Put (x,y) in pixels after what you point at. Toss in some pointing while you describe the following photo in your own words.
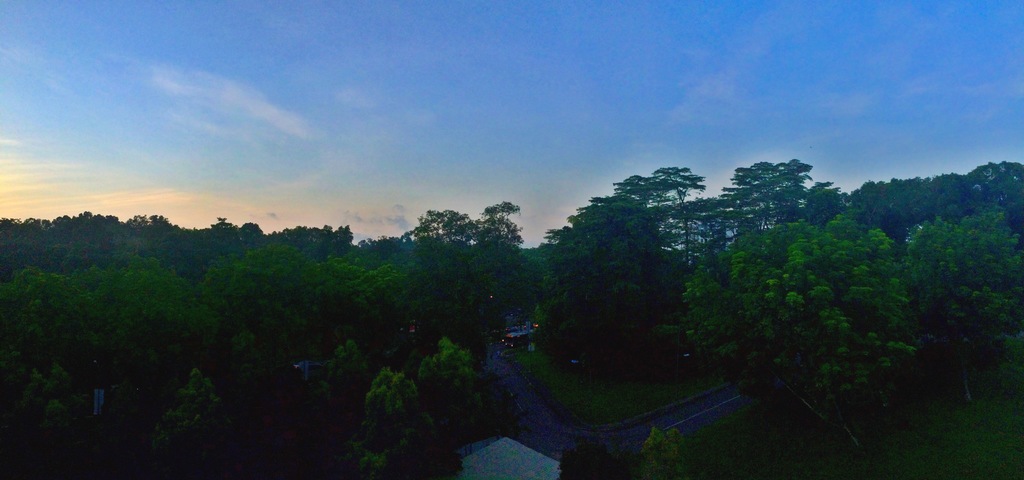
At the bottom of the picture (548,396), we see the road (501,368). On either of the picture, there are trees (508,269). At the top of the picture (466,92), we see the sky (500,107), which is blue in color.
